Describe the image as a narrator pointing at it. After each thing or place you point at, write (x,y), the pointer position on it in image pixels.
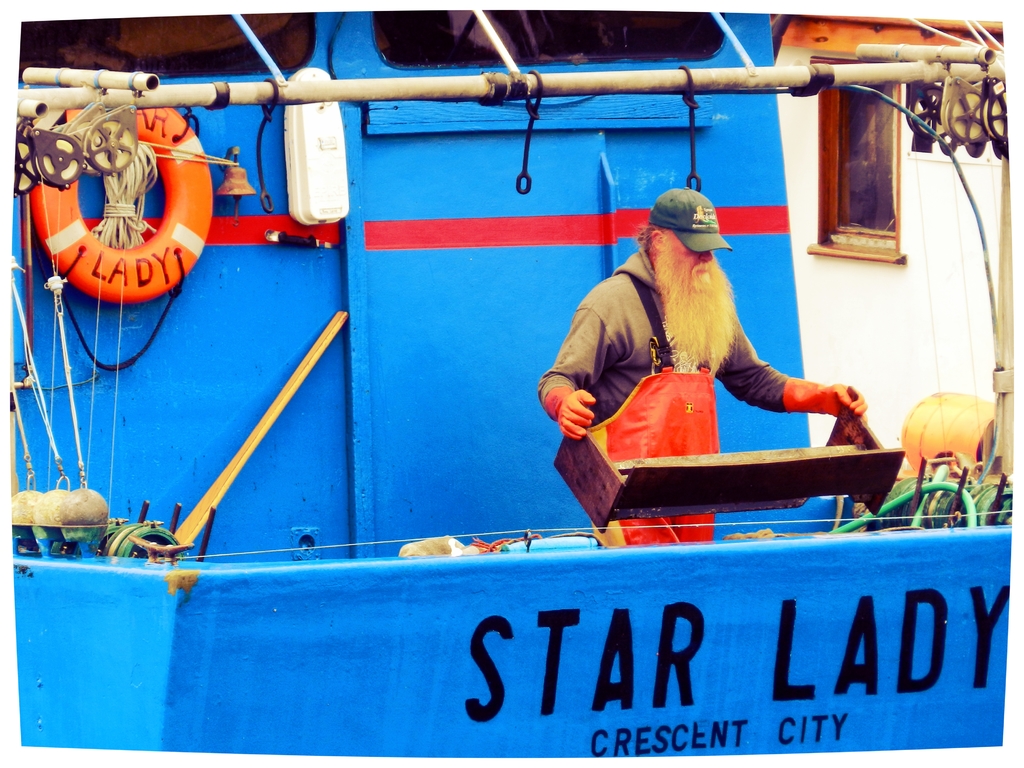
In this picture there is a man (696,321) who is wearing cap (708,225), hood (601,373) and apron (698,452). He is holding the wooden table (748,456). He is standing on the ship (489,601). On the left (107,199) I can see some ropes (112,211) which are connected to the pole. At the top (516,28) I can see the windows (153,30). On the right (831,147) there is a building (803,187).
